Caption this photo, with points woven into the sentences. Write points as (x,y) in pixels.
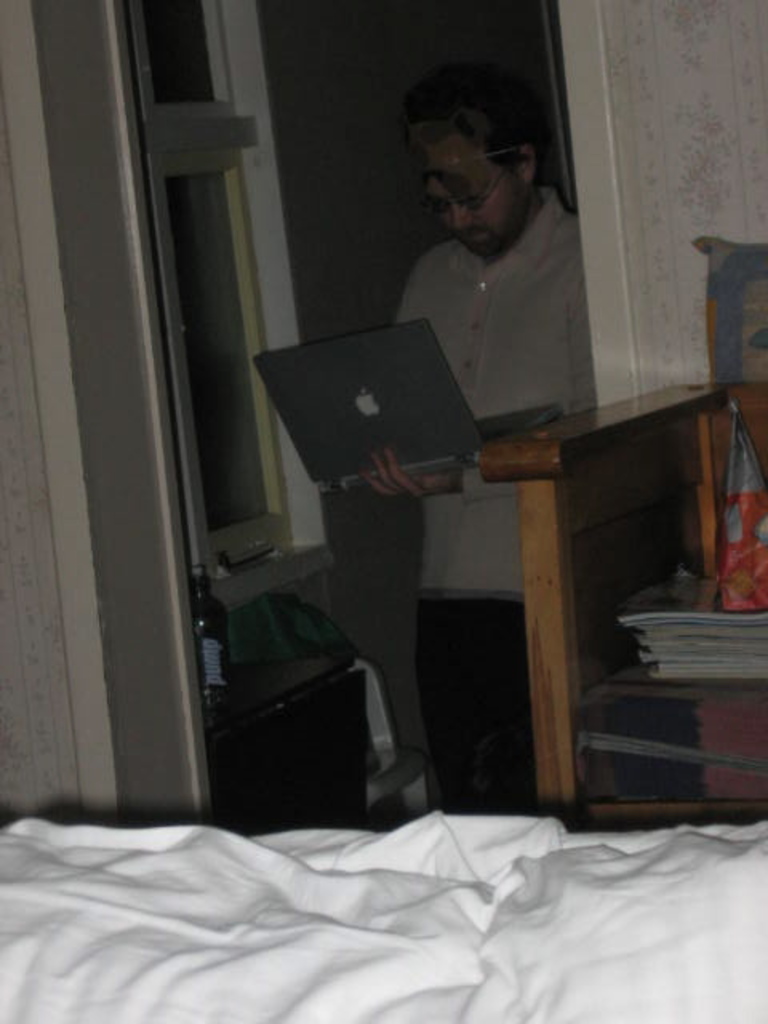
In this picture we can see white cloth (479,834). There is a man (441,301) standing and holding a laptop (460,404) and we can see books (749,707) and object (759,588) on a shelf (614,629) and we can see wall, shelf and bottle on the platform (360,762).
